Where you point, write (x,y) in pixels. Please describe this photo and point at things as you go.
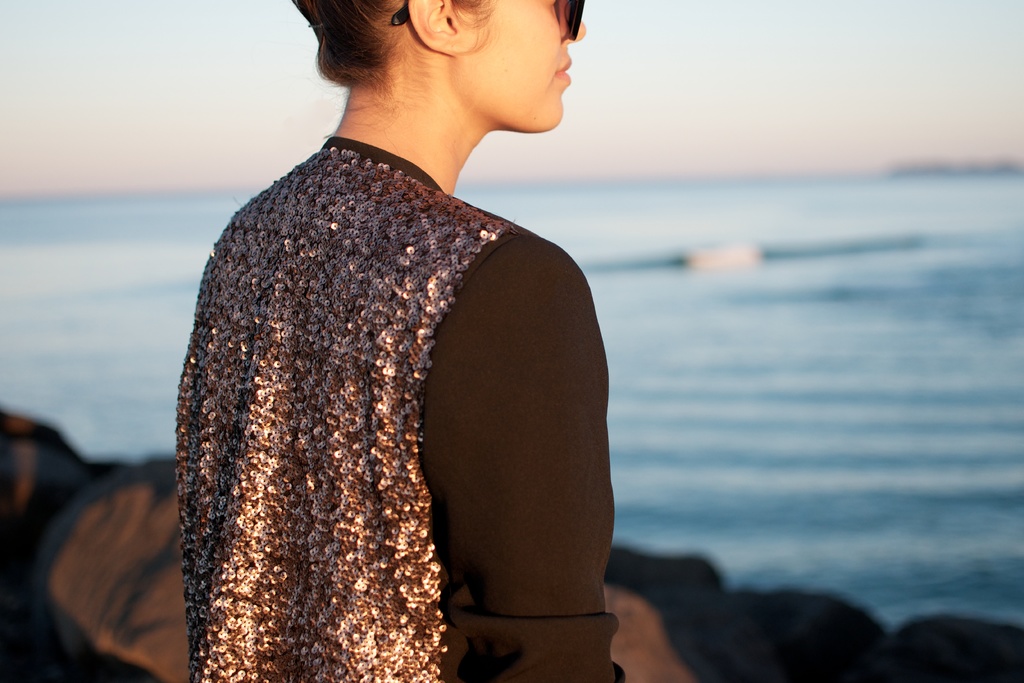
In this image we can see a woman (440,305) standing. On the backside (663,347) we can see the rocks (653,563), a large water body (690,447) and the sky (757,154).
